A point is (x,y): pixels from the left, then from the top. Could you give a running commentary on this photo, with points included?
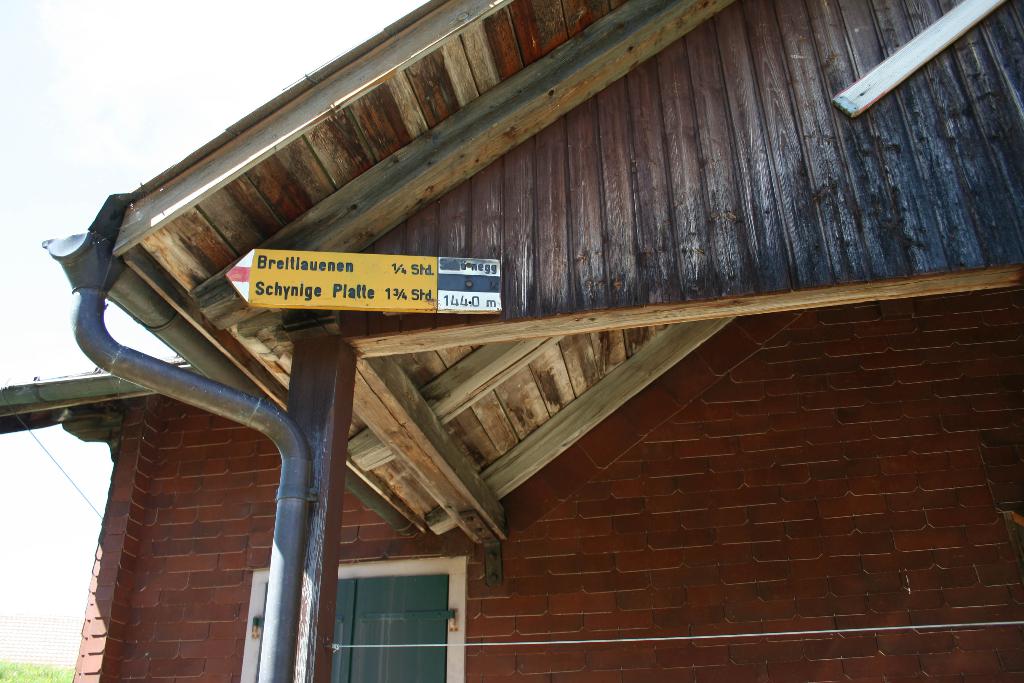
In this picture we can see a house (656,267) and a sign board (334,285), and also we can see few pipes (185,324) and a cable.
